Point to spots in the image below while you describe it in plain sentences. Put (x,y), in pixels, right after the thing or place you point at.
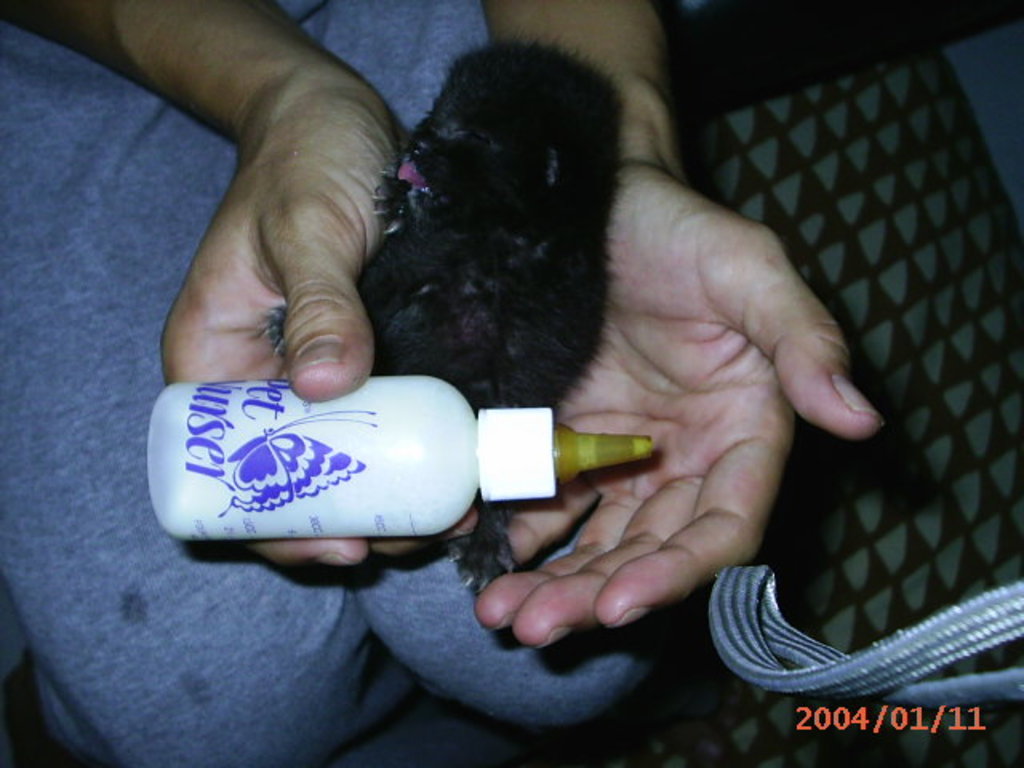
In this image we can see a small black color kitten (460,283) is in the hands (317,320) of a person (674,358). There is also a milk bottle (388,430) in his hands (680,393).
